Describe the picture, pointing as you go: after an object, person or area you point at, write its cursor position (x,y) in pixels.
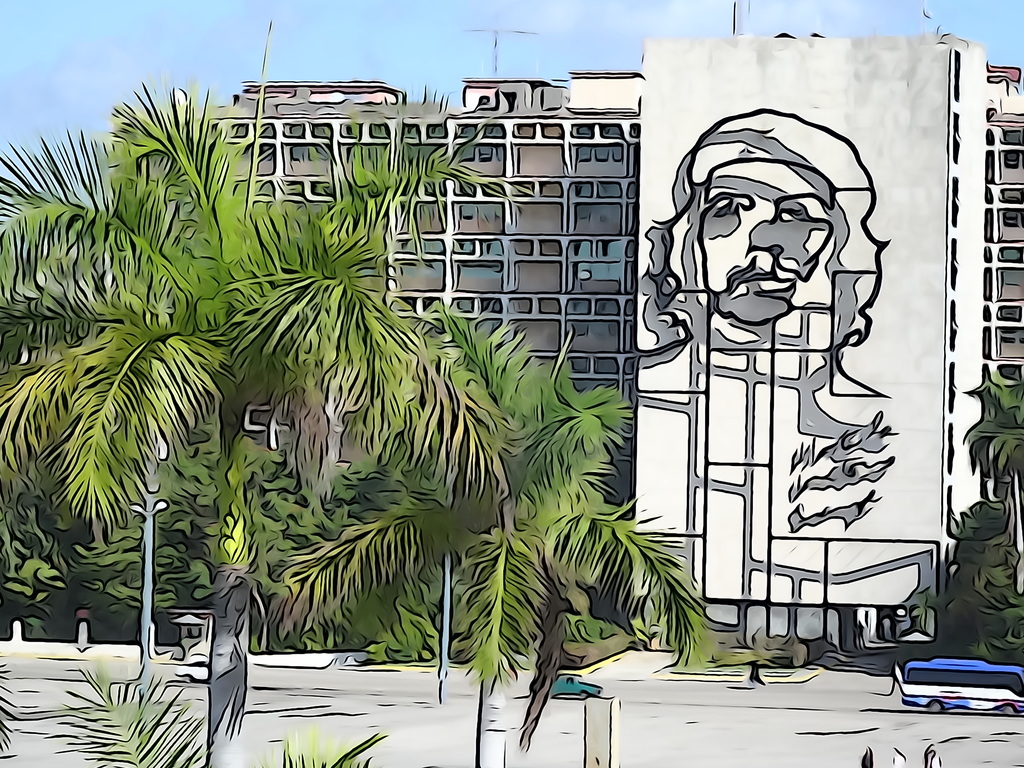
It is an edited image. In this image we can see the building (650,222) and also the depiction (850,299) of a person (865,316). We can also see the trees (268,457), light poles (444,609) and also the vehicles (971,688) passing on the road (124,674). Sky (377,20) is also visible at the top (572,12).
